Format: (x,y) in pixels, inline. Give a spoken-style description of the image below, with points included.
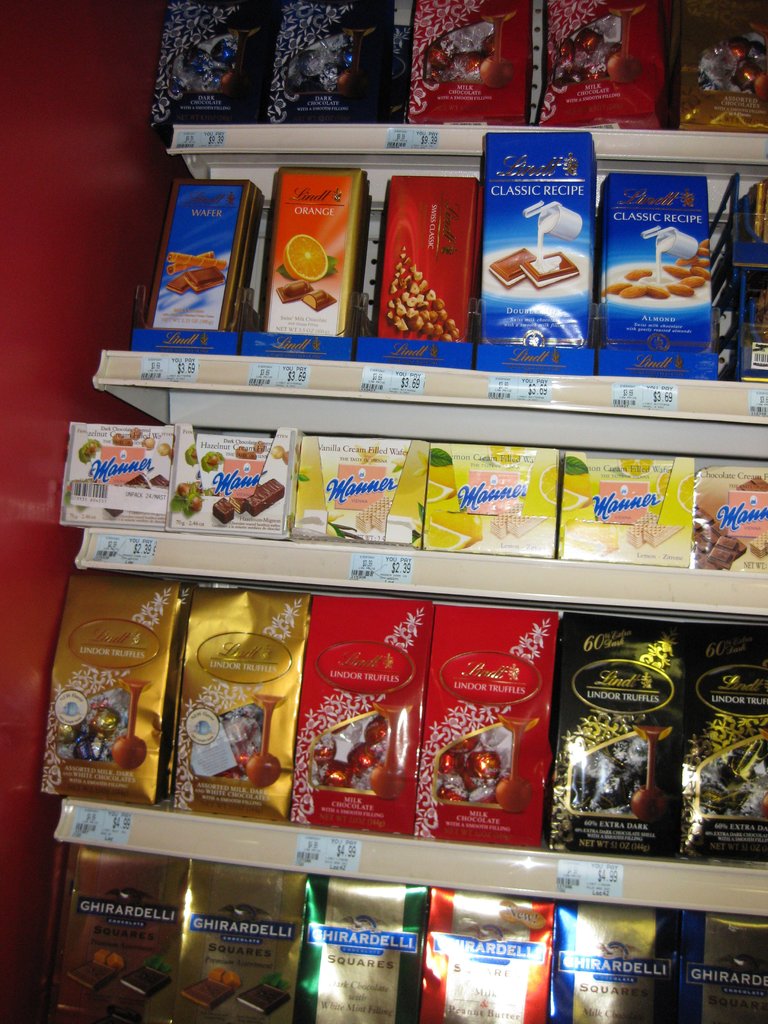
In the picture we can see the food products (313,734) in the shelves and beside it we can see a part of the wall (104,208).
